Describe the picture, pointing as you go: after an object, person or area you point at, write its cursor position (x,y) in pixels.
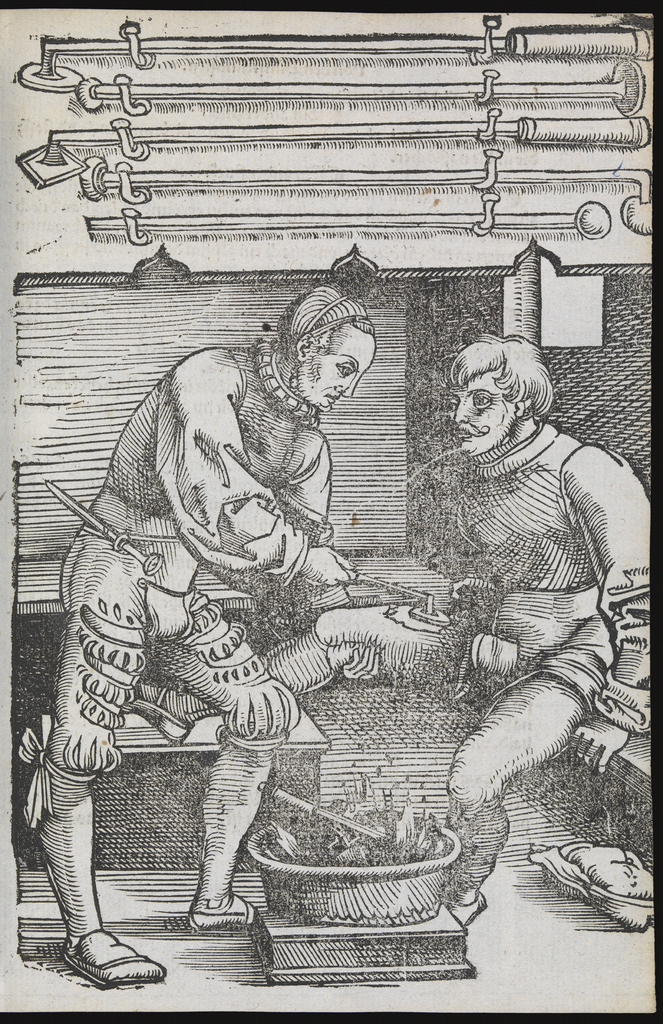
In this picture I can see a poster (242,396) on which I can see few persons (298,647) and something.
